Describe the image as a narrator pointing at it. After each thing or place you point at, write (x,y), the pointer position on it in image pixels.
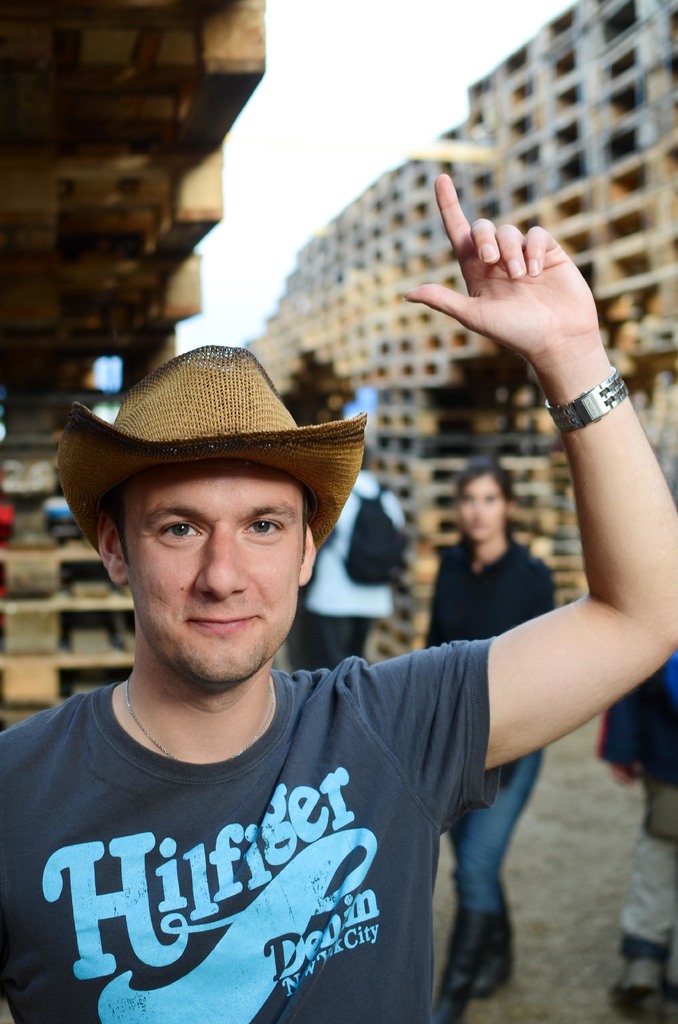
In this picture we can see a man (34,853) wore a cap (276,402), watch (590,414) and smiling and in the background (242,303) we can see some people (519,608) on the ground (519,851), some objects (123,243) and the sky (290,201).
